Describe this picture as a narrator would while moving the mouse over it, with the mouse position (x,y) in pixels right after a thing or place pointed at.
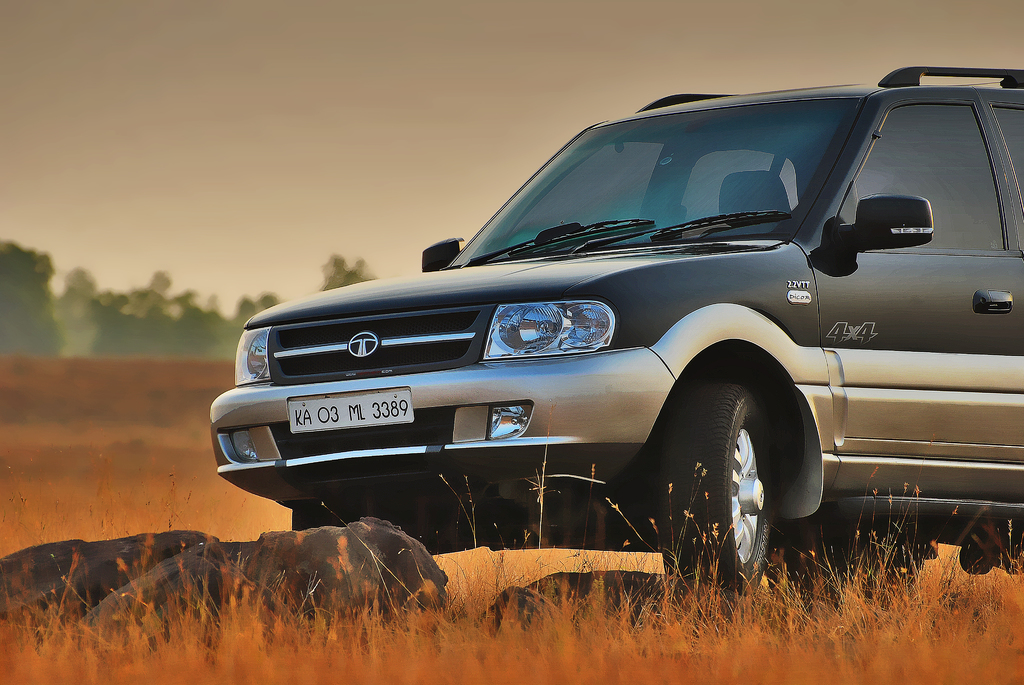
In the center of the image (542,309) we can see one car (763,274), which is in black color. In the background (491,183), we can see the sky (225,260), trees (337,260), stones (267,571) and grass (254,638).
